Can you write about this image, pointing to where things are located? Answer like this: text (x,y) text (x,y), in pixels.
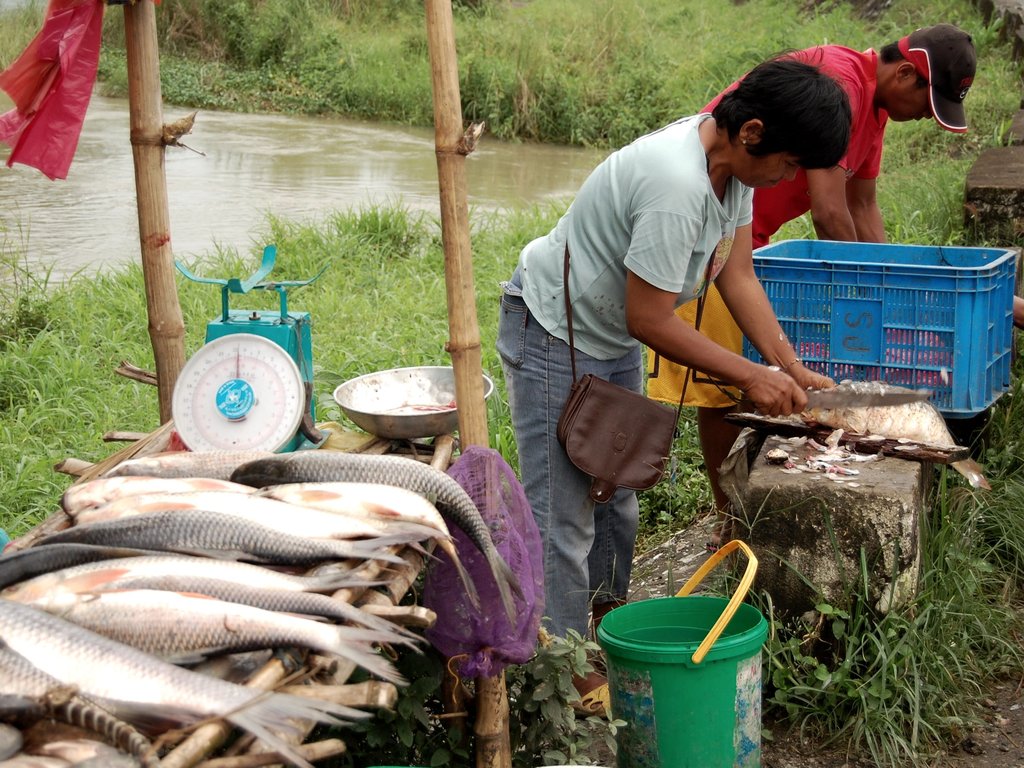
In this image we can see some fishes (317,531) which are on bench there is bucket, bowl (433,436) there are two persons (744,287) who are cutting fishes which are in blue color bin (876,352) and in the background of the image (499,126) there is grass (673,96) and water (231,165).
